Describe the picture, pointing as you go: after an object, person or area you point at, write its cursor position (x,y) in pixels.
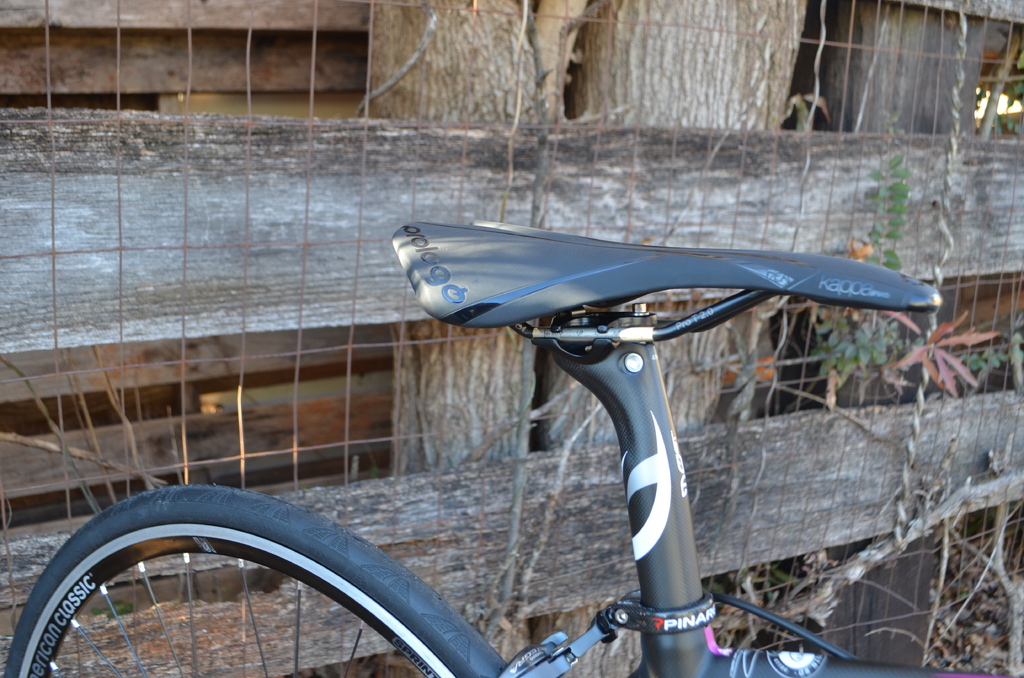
In this picture we can see a bicycle (470,650). Behind the bicycle (447,654), there are tree trunks (693,91), wire fence (686,119), wooden objects (338,266) and plants (923,351).
